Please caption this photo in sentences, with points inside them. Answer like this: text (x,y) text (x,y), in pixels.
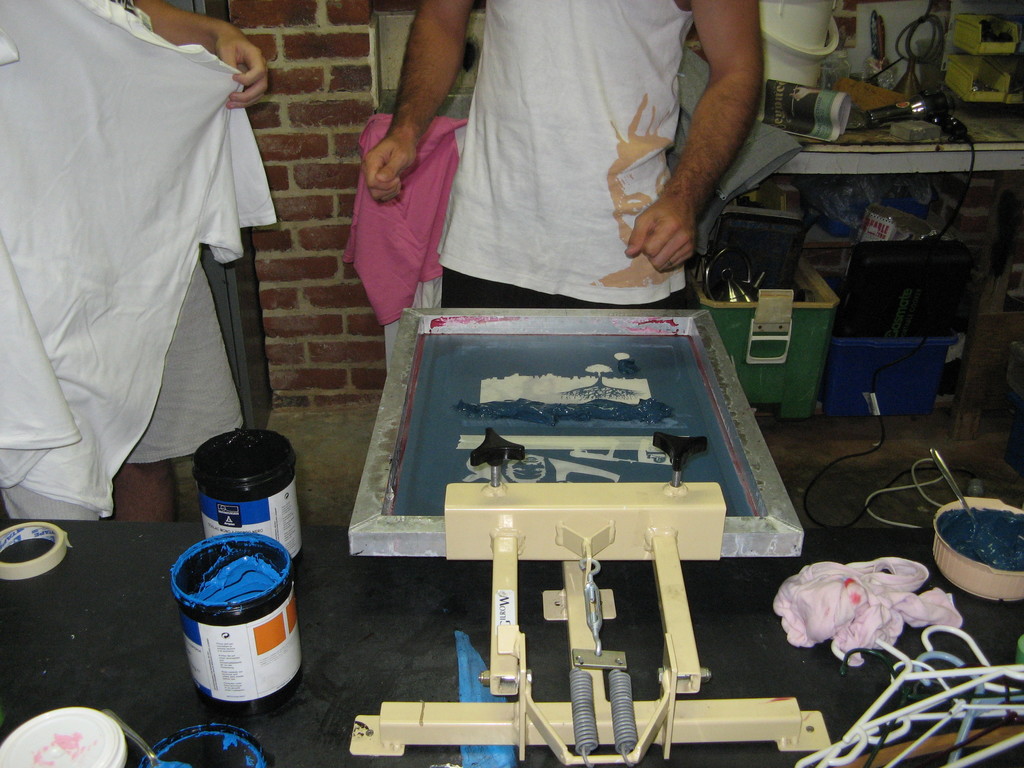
In the background (355,34) we can see the brick wall (366,40). We can see the objects (1002,40) and paper (826,117) on the platform (1003,133). Under the platform (853,147) we can see the containers (795,298) and other objects (880,247). On the floor (909,445) we can see the wire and the people (665,94) are standing. On the other platform (365,683) we can see the paint containers (297,655), tape (55,558), spoons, machine (782,715), cloth hangers (970,695) and a cloth (835,583). We can see a board frame (773,464) near a man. We can see white and pink clothes (392,228).
